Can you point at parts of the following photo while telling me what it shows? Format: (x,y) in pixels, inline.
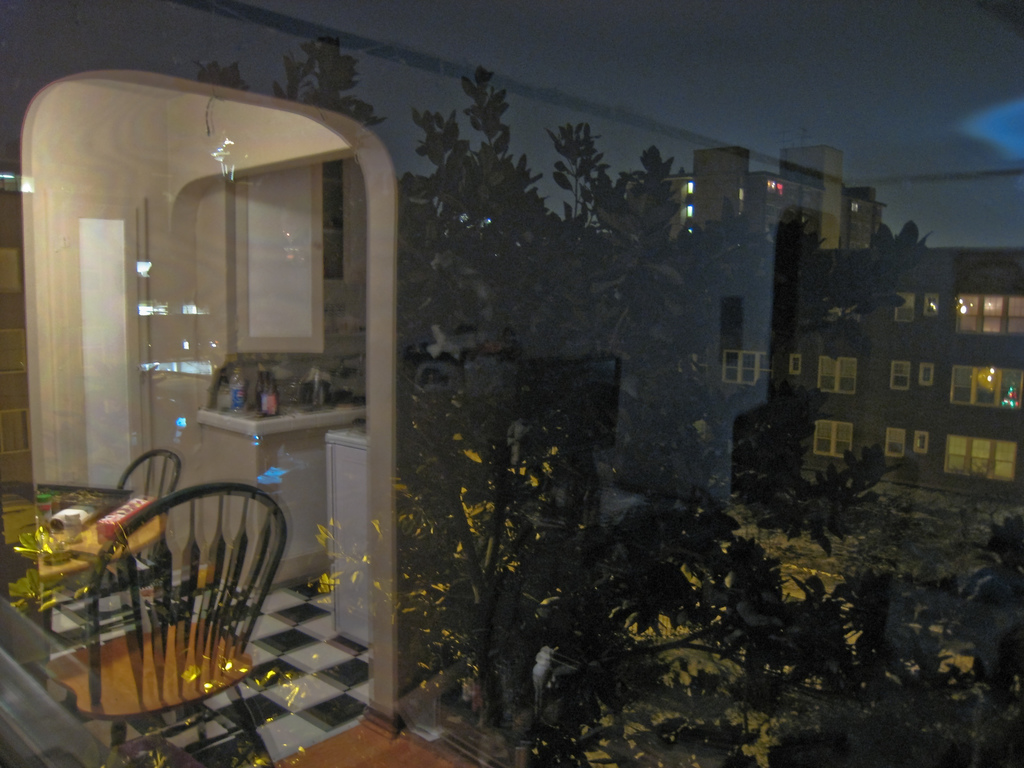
On the left side of the image (193,690) we can see the reflection (325,553) of chairs (248,542), table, bottles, cupboard (368,543), door (87,442), and objects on the glass (228,414). Here we can see trees (582,416) and buildings (965,352). In the background (921,124) there is sky (988,136).
